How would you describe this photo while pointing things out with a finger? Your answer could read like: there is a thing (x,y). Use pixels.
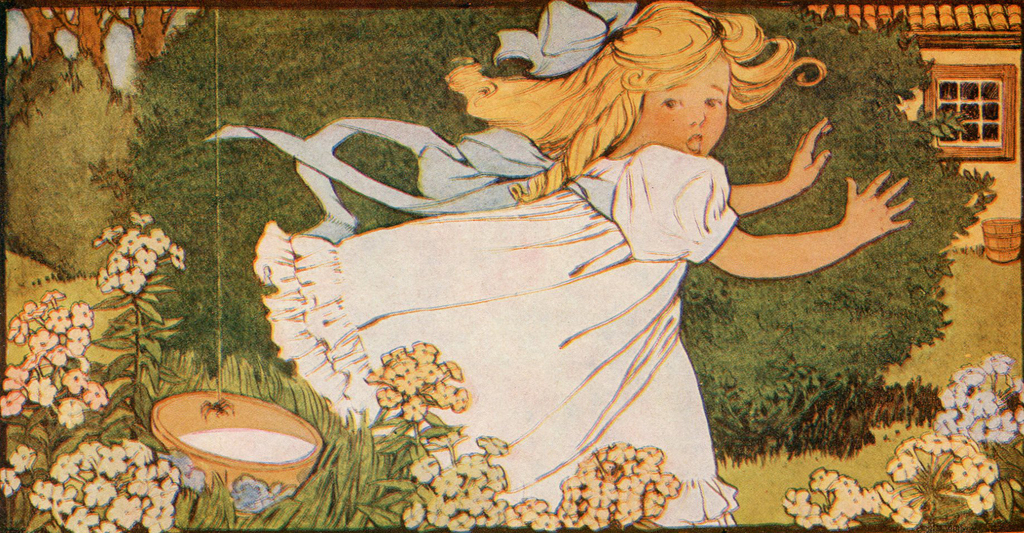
In this image there is a painting (693,312). In the painting (587,285) there is a girl (548,292) in the middle (557,320). At the bottom (475,469) there are flowers (625,474). On the right side (954,74) there is a house (964,80). In the background (294,41) there are trees (112,105). There is a bowl (248,459) on the left side (210,471). In the bowl (232,444) there's a spider (204,407).
